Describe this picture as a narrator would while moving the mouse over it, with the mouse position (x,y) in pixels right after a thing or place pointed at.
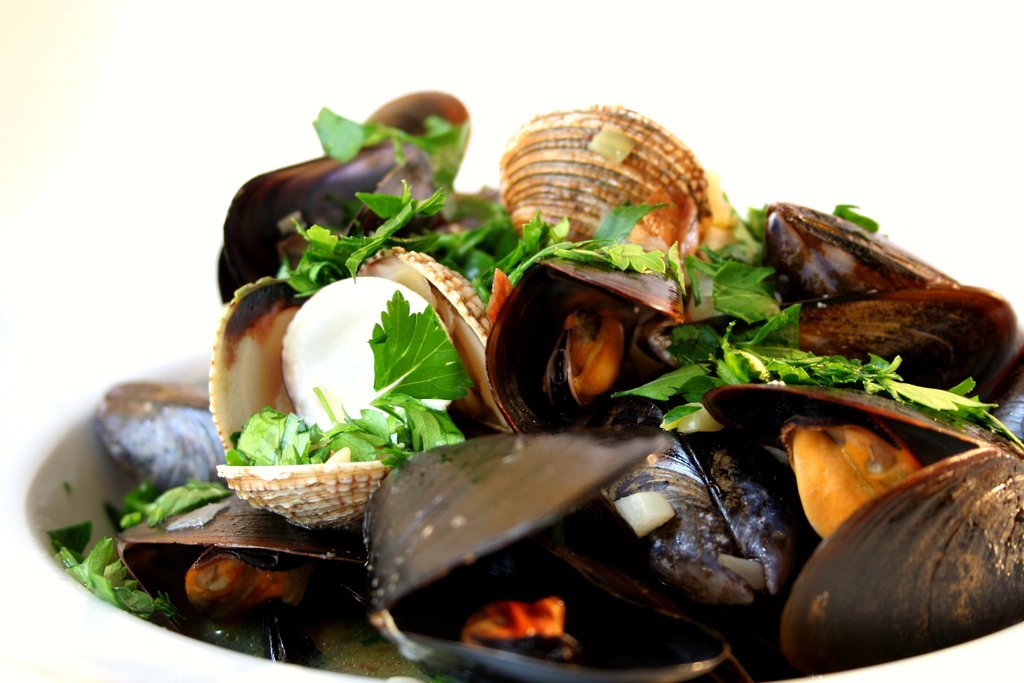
In this picture i can see many shells (805,267) in a bowl (162,664). On the shells (903,413) i can see some parsley (846,378) and food item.
